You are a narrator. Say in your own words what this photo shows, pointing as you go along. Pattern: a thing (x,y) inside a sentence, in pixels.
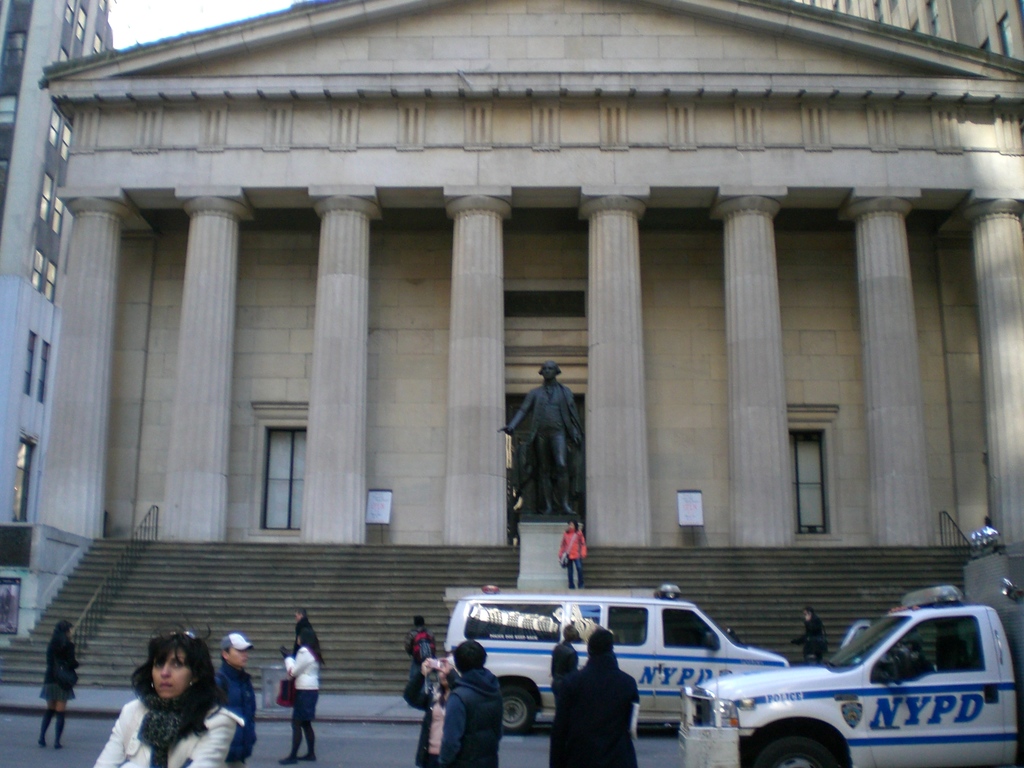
There are people (579,709), vehicles (626,635), stairs (292,603) and a sculpture (535,431). There are buildings (536,306) which has pillars (363,252), windows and a door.
